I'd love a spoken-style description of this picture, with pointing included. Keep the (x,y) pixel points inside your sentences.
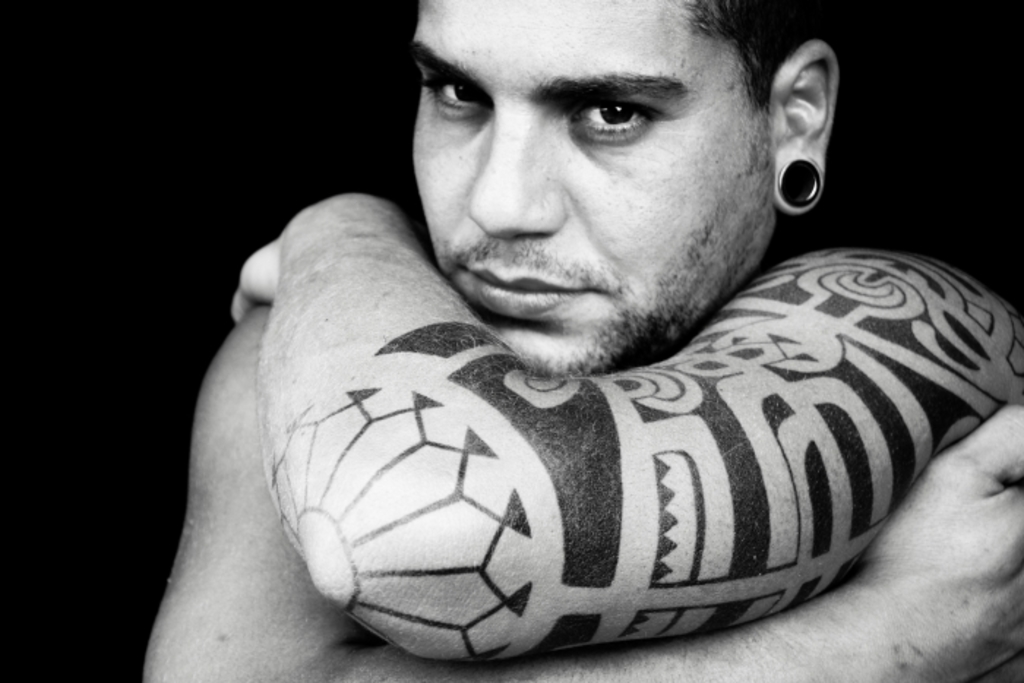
In this image I can see a person (886,407) and I can see a tattoo (531,394) on the person hand (452,471).
